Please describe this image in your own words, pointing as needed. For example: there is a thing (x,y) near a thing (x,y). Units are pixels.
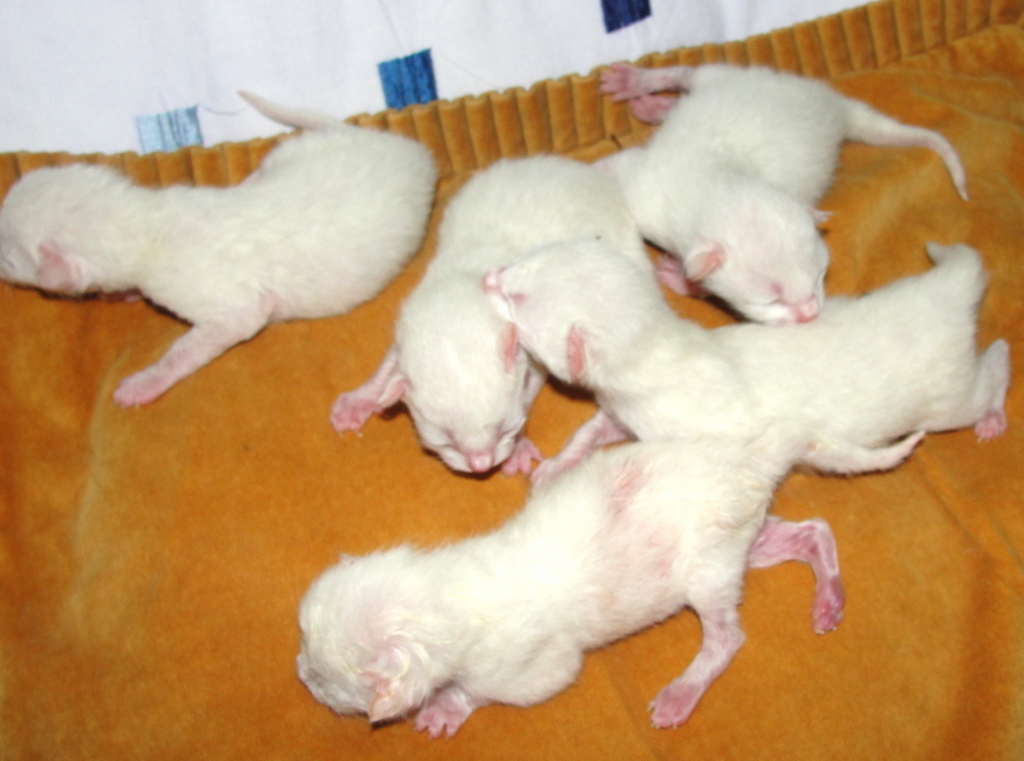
In this picture there are kittens (743,155). At the bottom (297,566) there is an orange and white color cloth (59,580).
